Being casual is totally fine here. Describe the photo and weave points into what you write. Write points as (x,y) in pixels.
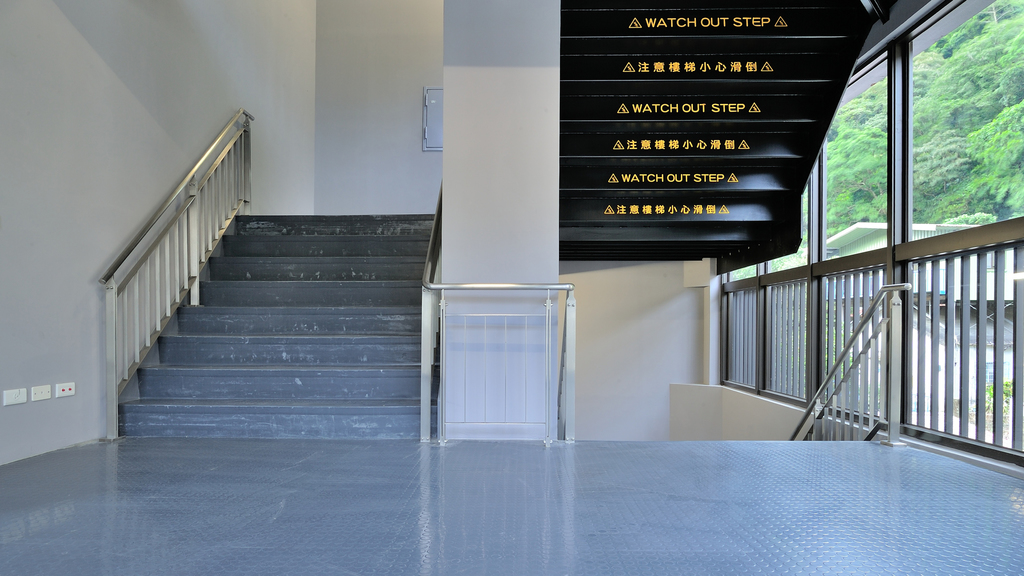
In this picture we can see floor (365,492), railings (878,335), steps (365,352), switch boards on the wall (28,283), text (688,213) and glass windows (858,185), through these windows (986,115) we can see trees (937,219) and building (959,329).
